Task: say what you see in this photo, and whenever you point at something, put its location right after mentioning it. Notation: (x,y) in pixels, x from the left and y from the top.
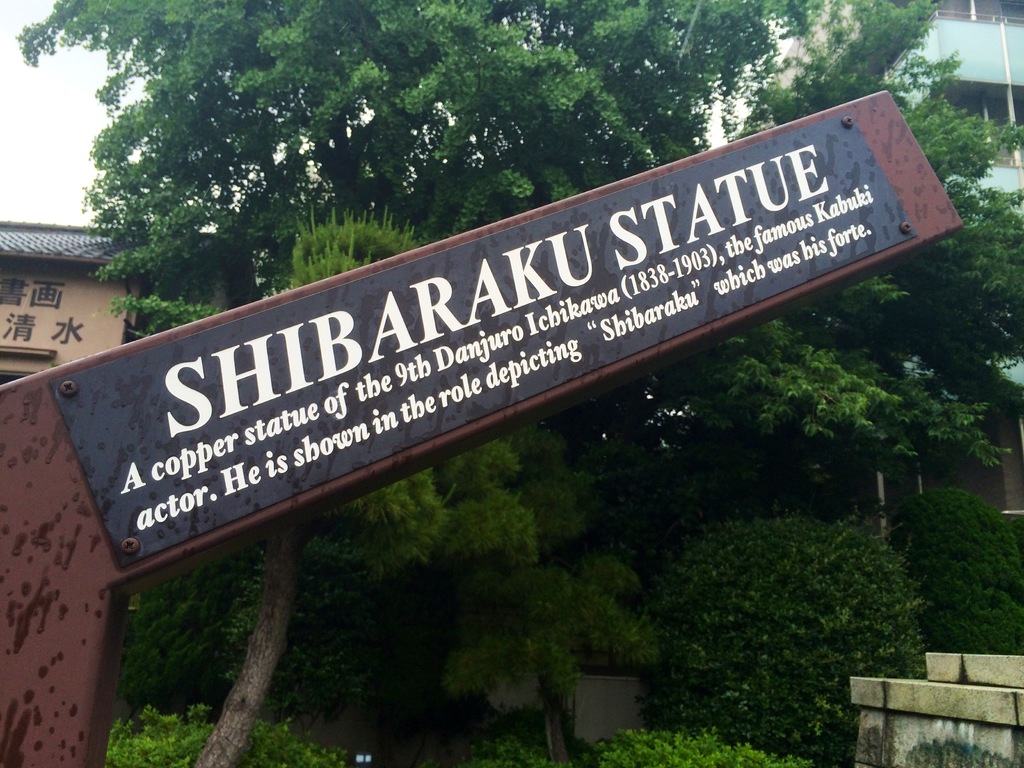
In this image I can see a brown colored pole (52,542) and a black colored board (189,535) attached to it. In the background (75,296) I can see few buildings (67,266), few trees (319,50) and the sky (60,167).
